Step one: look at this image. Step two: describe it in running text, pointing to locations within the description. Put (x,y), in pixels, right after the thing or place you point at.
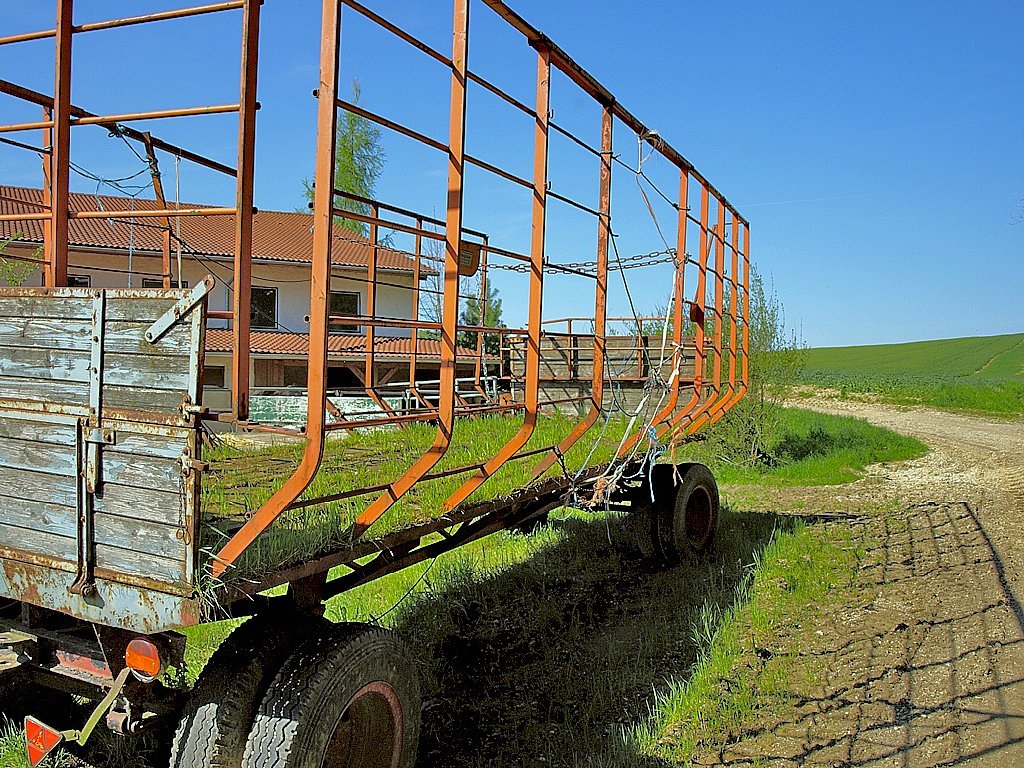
In this image I can see an open grass ground (1014,405) and in the front (27,410) I can see a trolley (33,369). In the background (281,255) I can see few trees (487,311), a building (296,299) and the sky (811,122).
